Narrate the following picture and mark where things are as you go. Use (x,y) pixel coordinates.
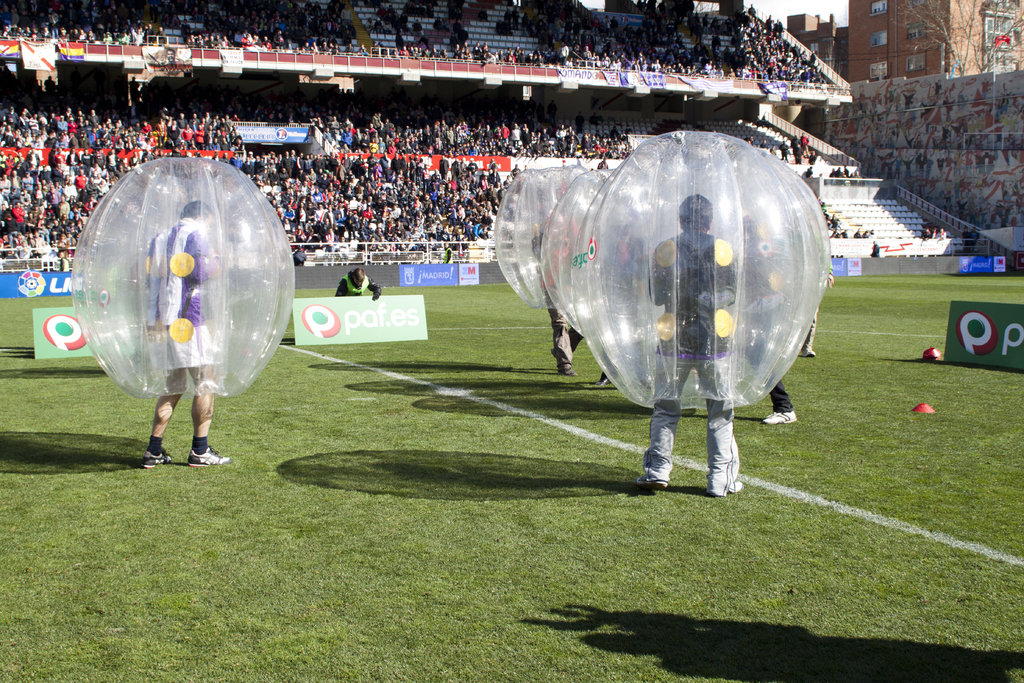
In this image we can see a few people (161,322) wearing inflatable (181,315) and standing on the surface (439,451) of the grass (582,487) inside the stadium (855,231). In the background (363,120) there are some spectators (353,188) watching them.
